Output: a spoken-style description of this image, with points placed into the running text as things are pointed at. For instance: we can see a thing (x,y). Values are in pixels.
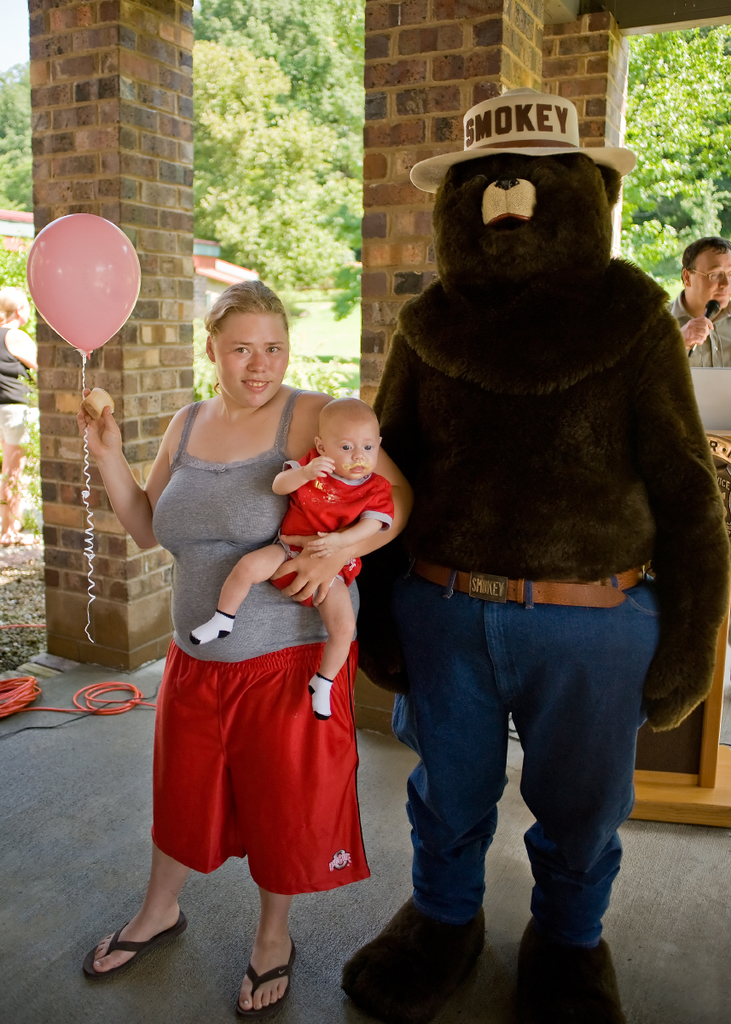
In the foreground (247,584) I can see a woman (209,642) is holding a baby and a balloon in hand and a person (590,632) in costume (568,619). In the background (388,244) I can see pillars (393,236), wall (397,229), house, trees (347,269) and two persons (730,317). This image is taken may be during a day.
